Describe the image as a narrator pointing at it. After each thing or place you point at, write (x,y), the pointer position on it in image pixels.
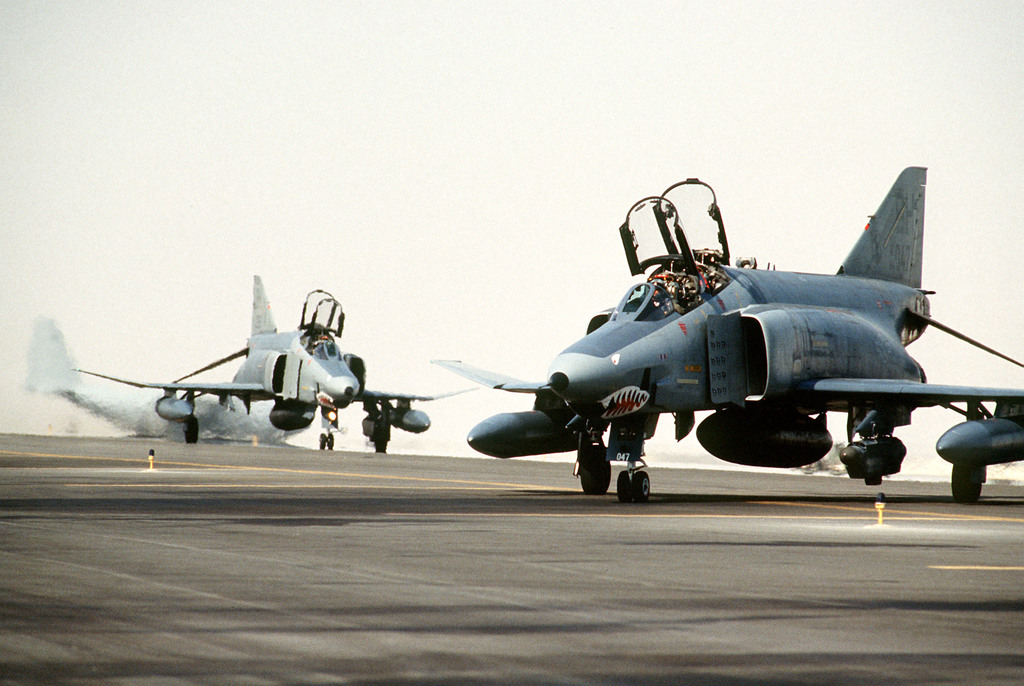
In this image we can see jet planes (848,359) on the runway (347,505).
